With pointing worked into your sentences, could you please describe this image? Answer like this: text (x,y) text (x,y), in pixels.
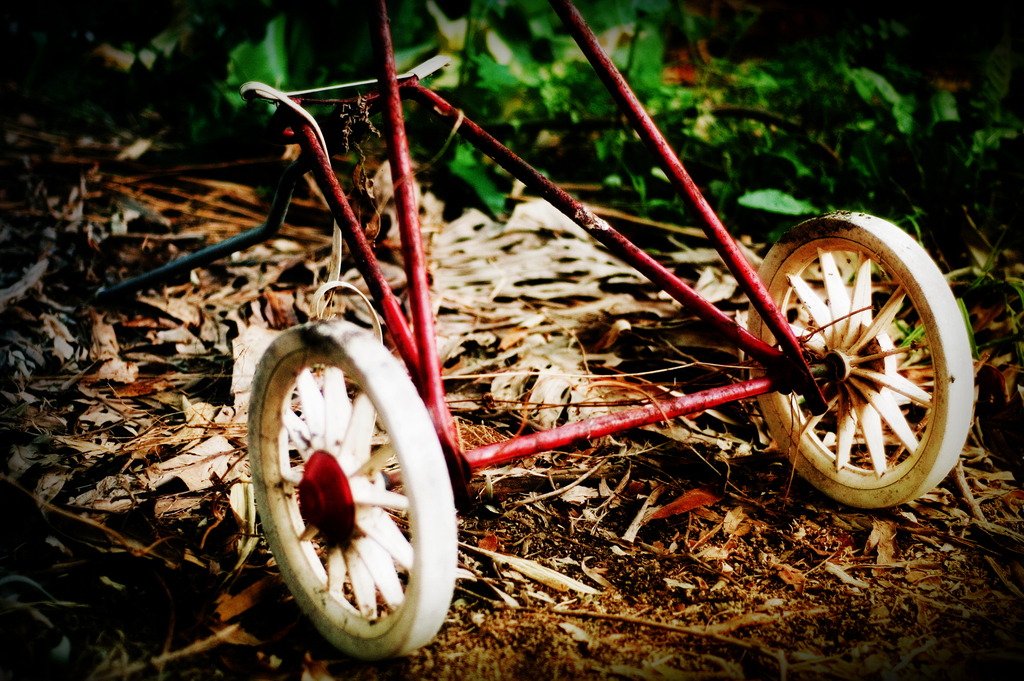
In this picture, we can see metallic object (841,325) with wheels (338,333), ground (662,626) with dry leaves (351,306), and we can see some plants (892,89) in the background (518,112).
